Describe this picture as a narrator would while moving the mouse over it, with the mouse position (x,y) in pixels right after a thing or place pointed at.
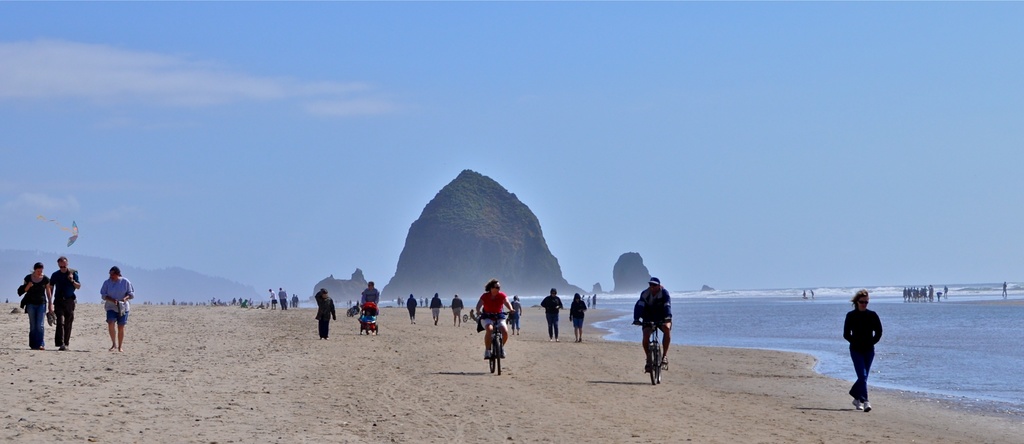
In this picture we can see some persons (126,292) are walking and some of them are riding bicycles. In the center of the image (459,289) we can see the mountains (438,256). On the right side of the image (808,333) we can see the ocean (808,333). On the left side of the image (198,351) we can see the soil (315,391). At the top of the image (383,111) we can see the clouds (377,97) are present in the sky (435,162). On the left side of the image (76,230) we can see a kite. In the middle of the image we can see a trolley (376,324).
